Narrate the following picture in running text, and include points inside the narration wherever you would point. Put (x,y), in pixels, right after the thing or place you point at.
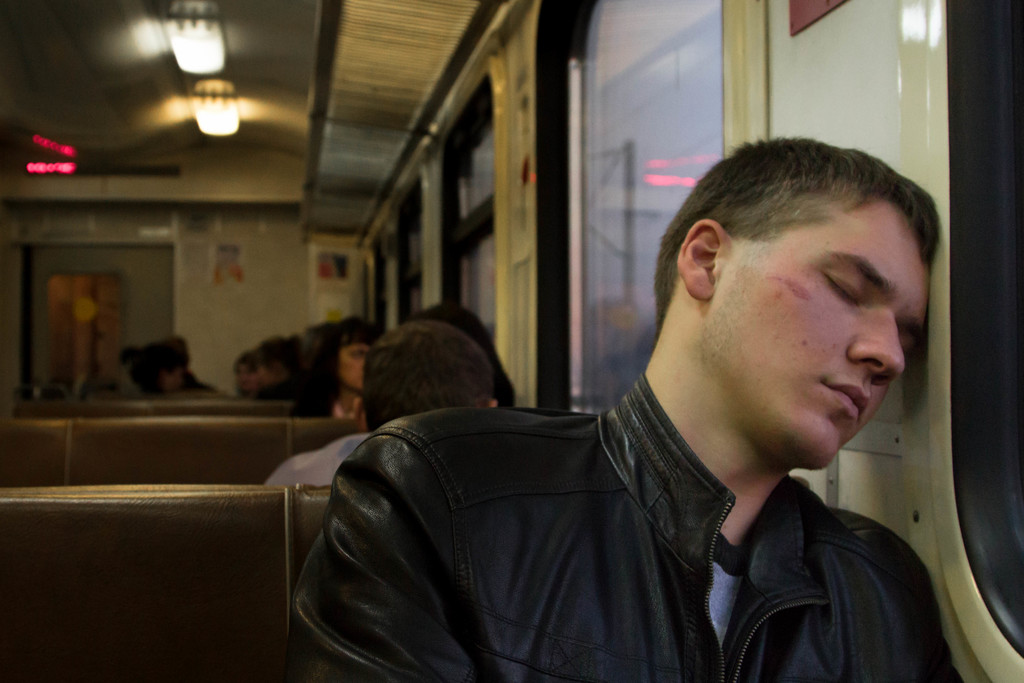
In front of the image there is a person (600,428) sitting in the seat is sleeping by leaning his head (768,311) onto the side wall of a train (909,103), behind him there are a few other people (286,382) sitting on the seats (244,428), besides them there are glass windows (608,269), at the top (222,115) there are lamps (185,39) on the roof (138,132) and there are sign boards (236,275).
